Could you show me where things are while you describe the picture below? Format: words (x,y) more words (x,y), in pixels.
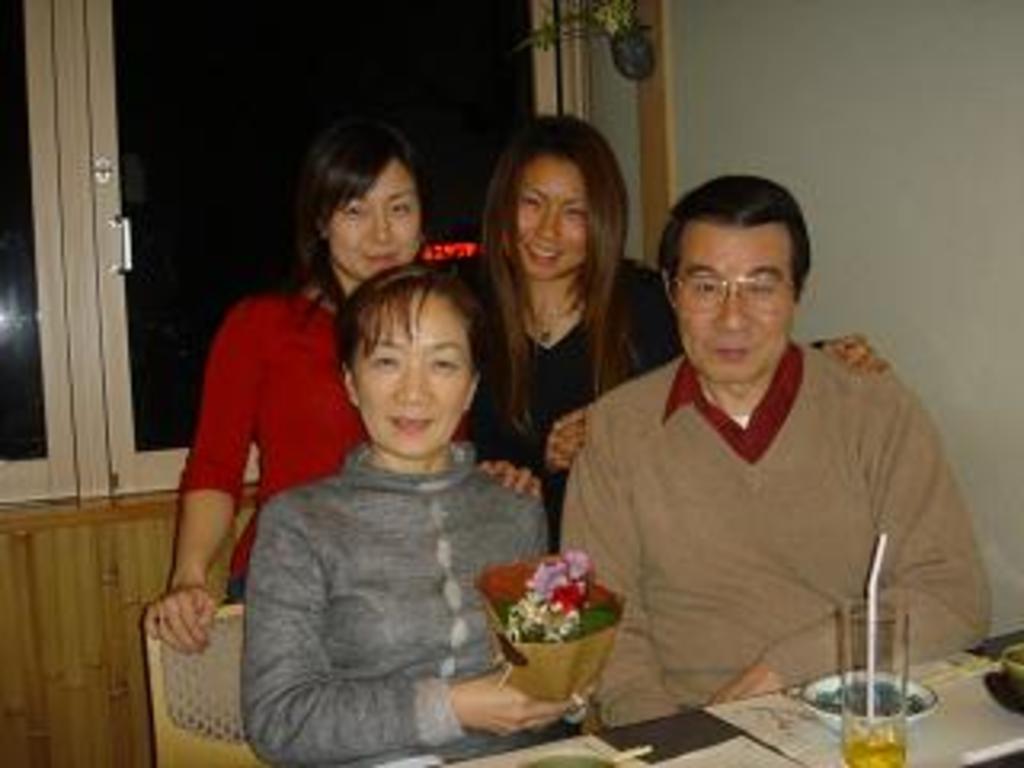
In this image there is a couple (668,538) sitting on chairs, the woman (530,525) is holding a flower bouquet (594,570) in her hand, in front of them there is a plate (826,695) and a glass of drink (875,715) on the table (671,712), behind them there are two women (524,348) standing with a smile on their face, behind them there is a glass window (98,196).
